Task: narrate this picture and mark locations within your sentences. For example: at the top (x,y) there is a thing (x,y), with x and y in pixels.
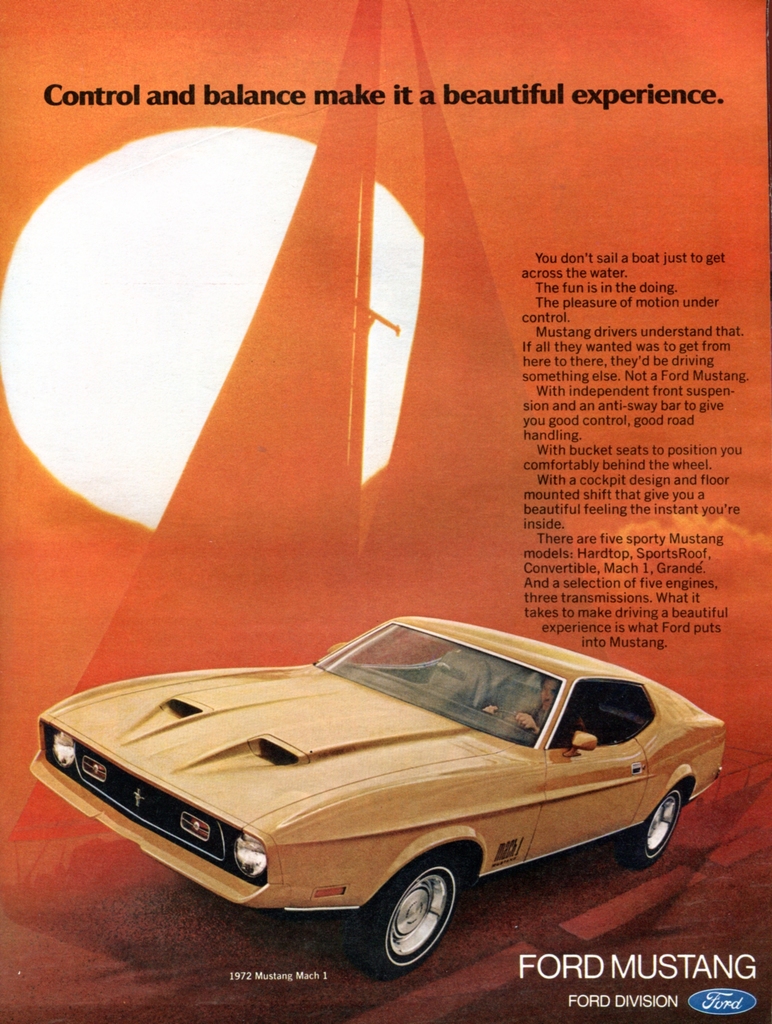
In this image I can see the car (189,767) and the car (633,757) is in brown color and I can see something written on the image and I can see an orange color background (265,559).
